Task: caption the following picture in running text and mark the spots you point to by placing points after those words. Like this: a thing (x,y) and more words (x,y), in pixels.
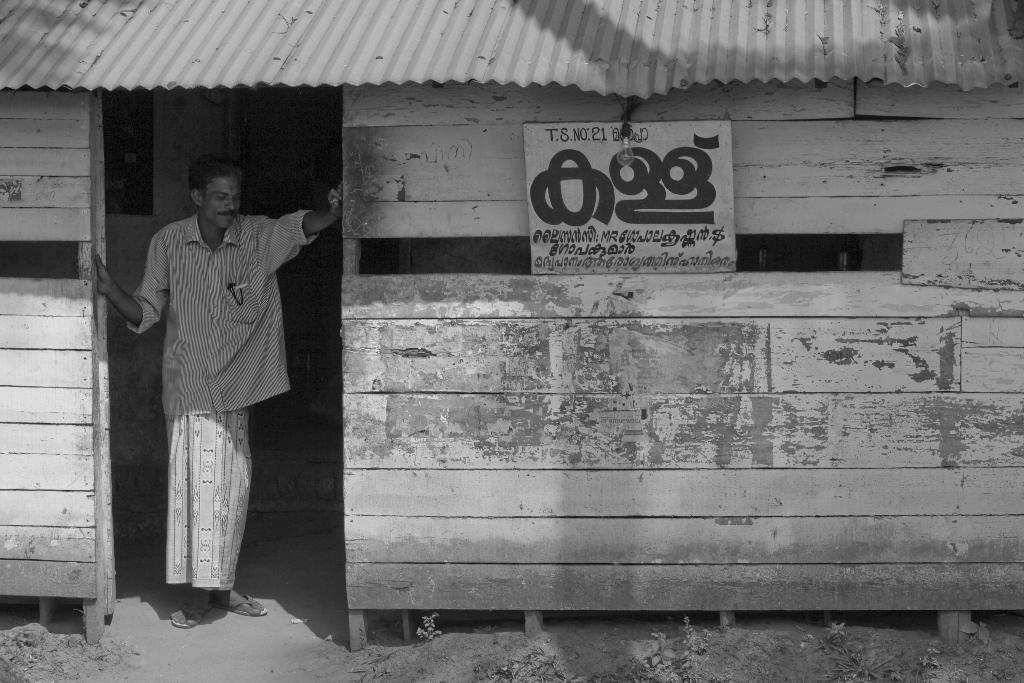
This is a black and white image. We can see a man (187,416) standing in the house (396,350) and there is a board (570,196) attached to the wall (497,227). There is a bulb (622,157) hanging. At the top of the image (619,42), there are metal sheets (982,58).
